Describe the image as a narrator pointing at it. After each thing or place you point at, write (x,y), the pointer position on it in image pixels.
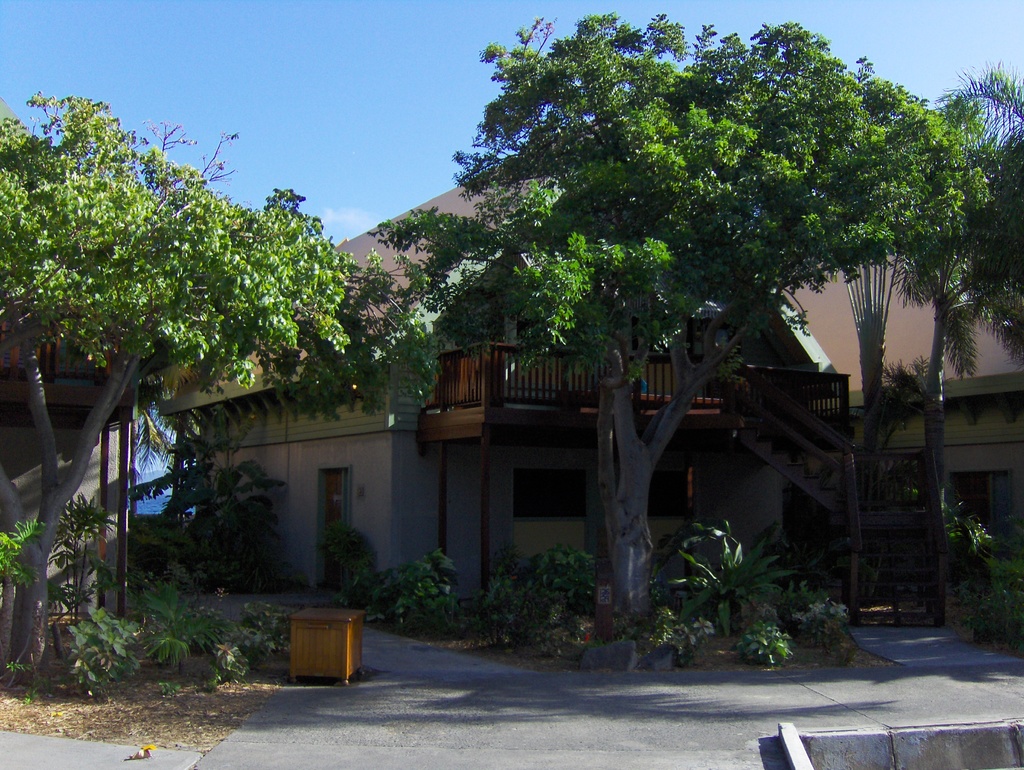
In the center of the picture (659,475) there are trees (155,420), plants (197,497), dry leaves (139,679), building (454,432) and other objects (665,657). In the foreground (556,672) it is pavement (602,731). Sky (242,91) is sunny.
